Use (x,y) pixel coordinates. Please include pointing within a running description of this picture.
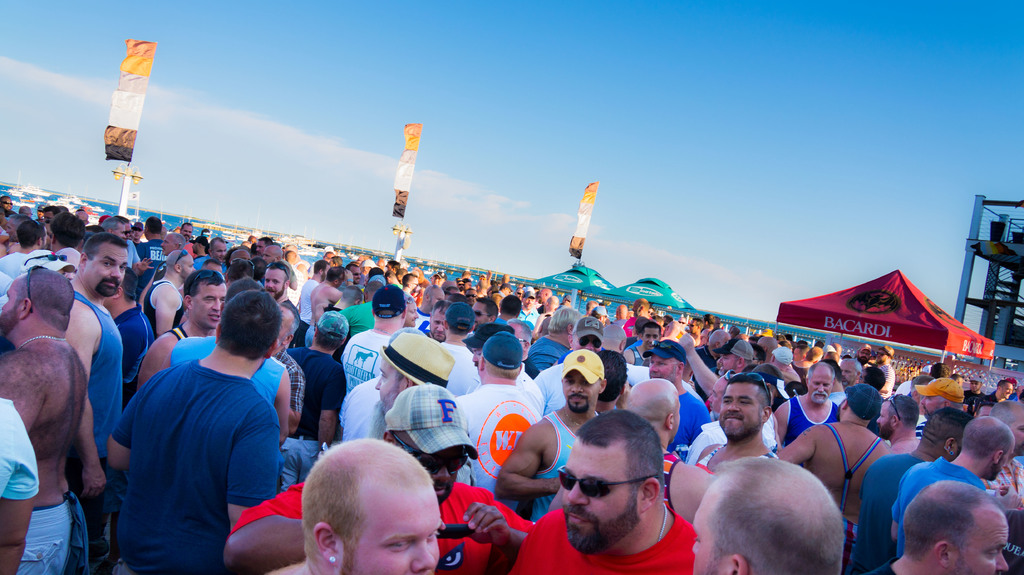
In this image we can see group of persons (456,417) standing. Behind the persons (147,308) we can see the poles (130,182) with flags (589,208). On the right of the image (853,317) we can see a tent (938,333) and a building (994,274). At the top (622,86) we can see the sky (579,65). In the middle of the image (362,247) we can see water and few boats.
